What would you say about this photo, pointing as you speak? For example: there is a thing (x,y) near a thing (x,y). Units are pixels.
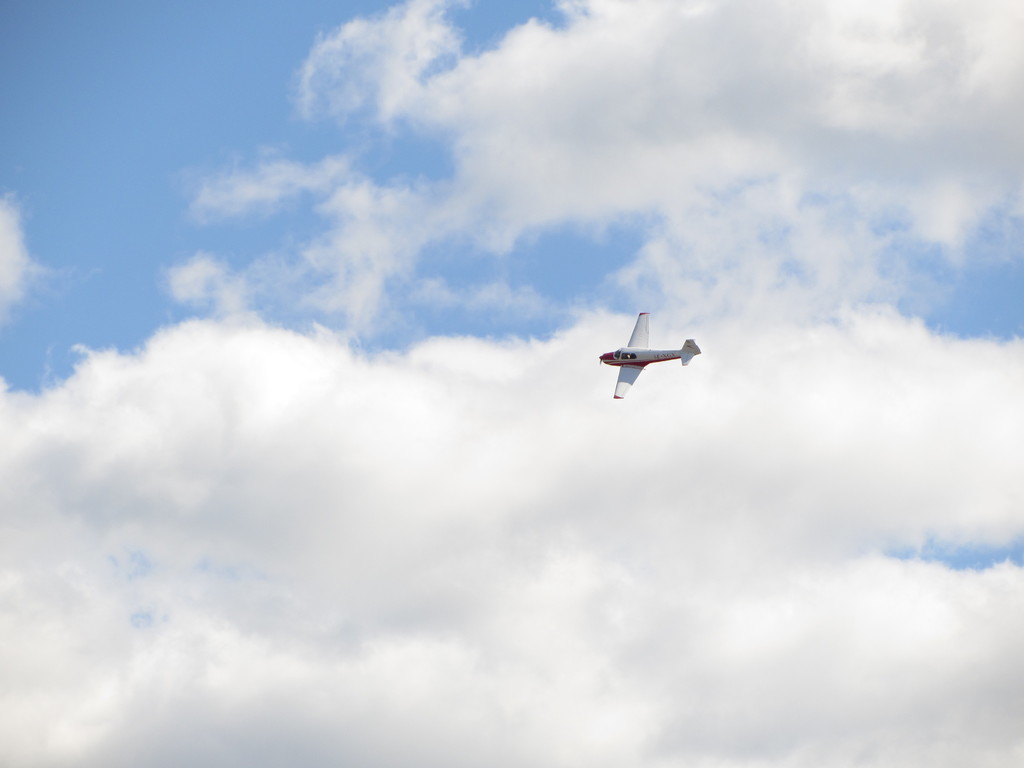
This picture is clicked outside. In the center (645,362) we can see an airplane (632,351) flying in the sky (666,336). In the background (190,149) we can see the sky (473,225) with the clouds (629,576).
